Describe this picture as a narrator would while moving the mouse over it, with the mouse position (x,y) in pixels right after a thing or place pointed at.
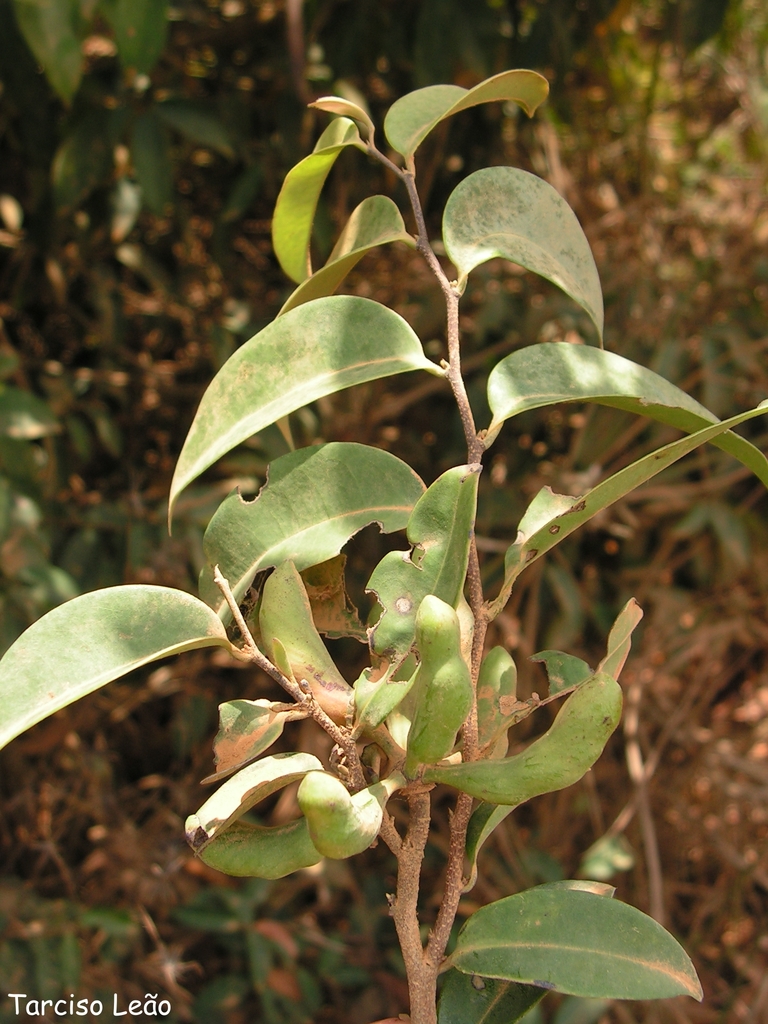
In the center of the image (304,479) we can see a plant (355,468). In the background (236,636) we can see the dried leaves (402,378) and also the plants (211,1013). In the bottom left corner (144,1013) we can see the text (152,1003).
